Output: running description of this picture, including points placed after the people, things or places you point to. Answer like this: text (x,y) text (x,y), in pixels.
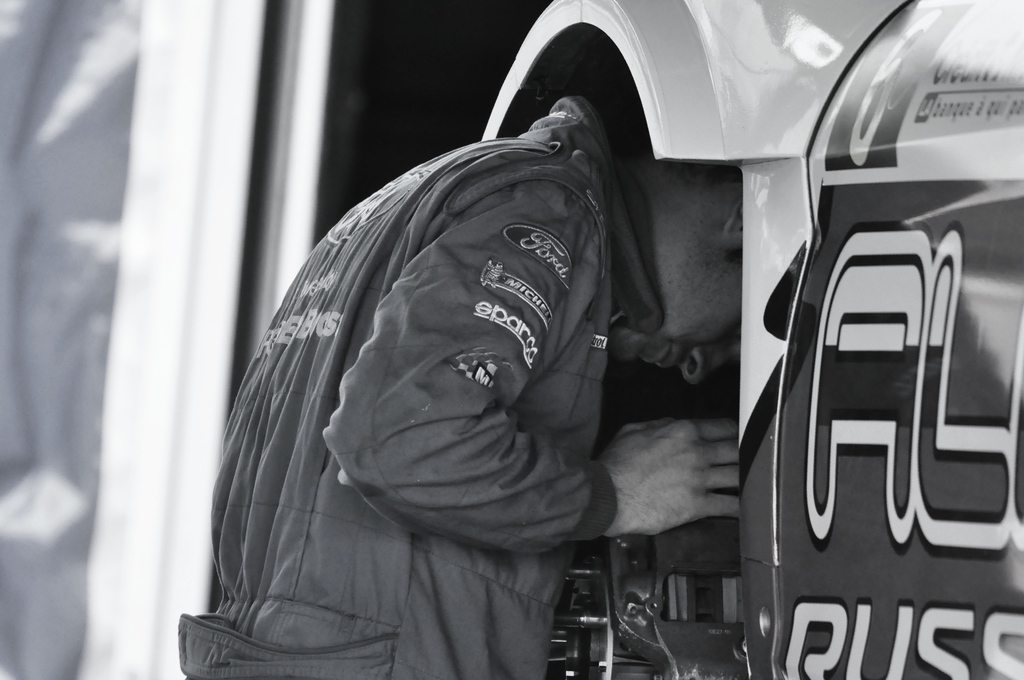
In the foreground of this image (494,319), there is a man (404,466) wearing a jacket (412,466) and he is inserting his head (736,307) in to an object (828,292).
